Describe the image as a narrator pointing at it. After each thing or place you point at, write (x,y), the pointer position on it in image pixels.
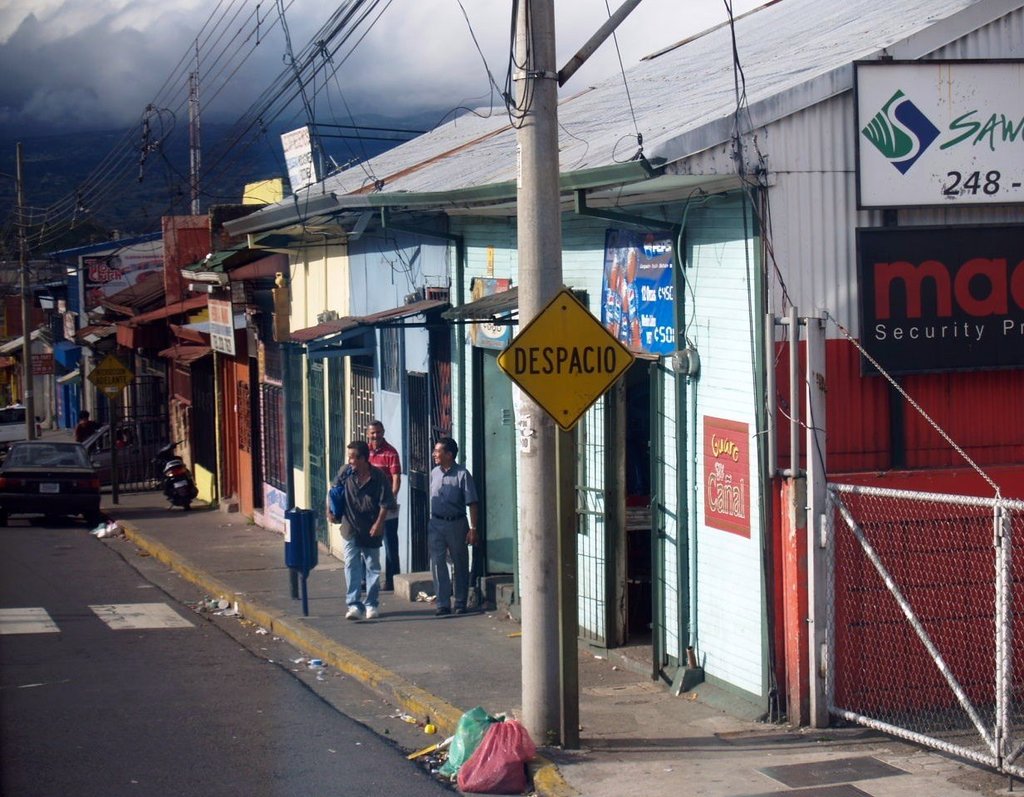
In this picture there are three persons (396,487) were walking on the street (401,608), beside them we can see the box (312,523) and door (430,455). On the background (497,386) we can see many buildings (347,219). On the right (1014,306) we can see the advertisement boards (913,332) and steel gate (859,487). Beside that we can see the electric poles (635,4) and the wires (626,78) are connected to it. On the wall (716,549) we can see the posters (718,518) were attached. On the left (23,502) we can see the bike (168,474) and car (93,453) on the road (143,599). In the bottom left corner (134,628) there is a zebra crossing (145,616). At the top (416,78) we can see sky (290,73) and clouds (385,91).
